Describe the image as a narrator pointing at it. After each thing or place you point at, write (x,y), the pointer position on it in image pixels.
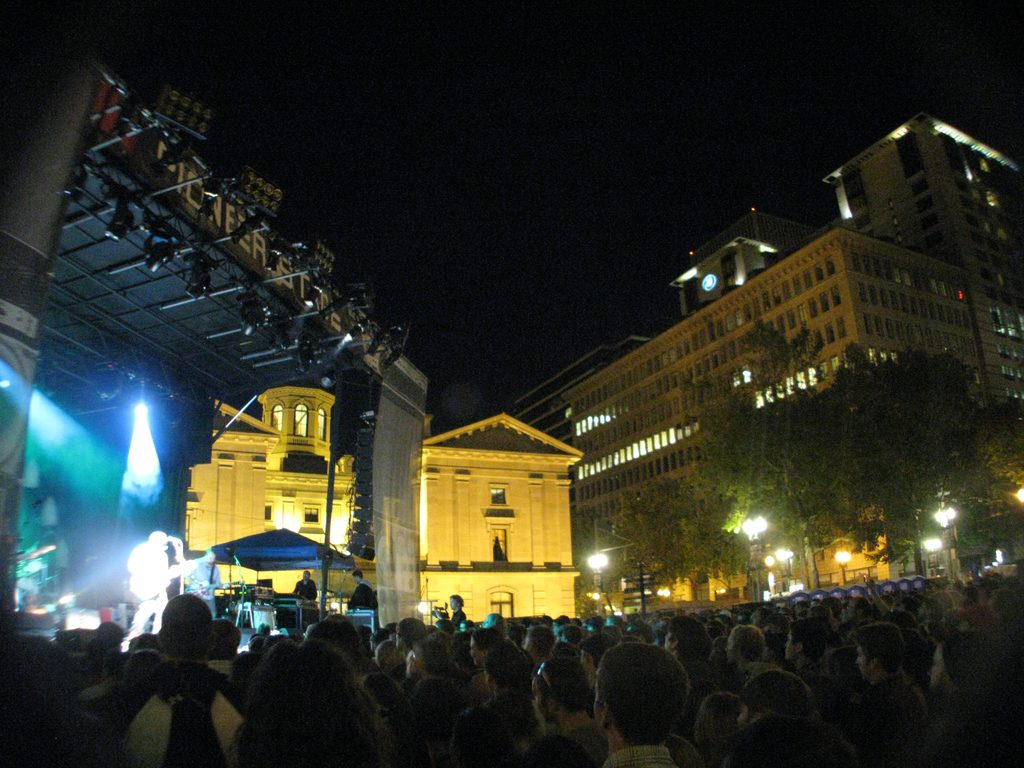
In this picture there are people (981,752), among them there are two people (140,552) on the stage (123,595) and playing musical instruments (168,575) and we can see microphones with stands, tent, focusing lights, rods (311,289) and few objects (317,602). In the background of the image (502,508) we can see buildings (985,299), lights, trees (697,570) and sky (492,252).
